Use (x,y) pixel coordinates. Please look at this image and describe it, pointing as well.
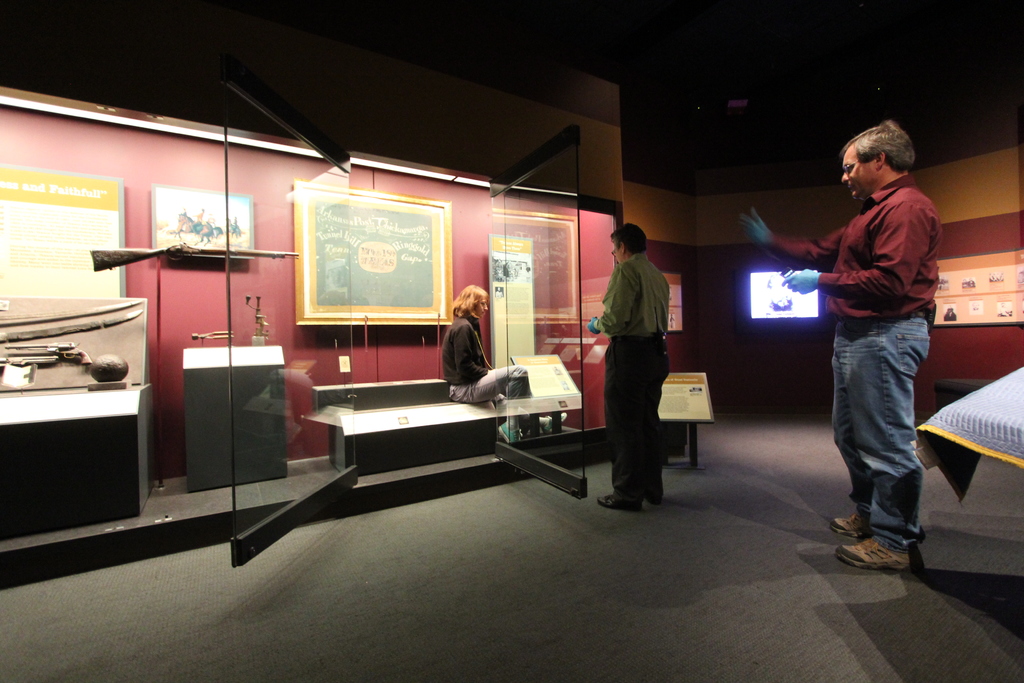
In the picture I can see two men (657,353) are standing on the floor (676,491) and one woman (455,338) is sitting. I can also see glass doors (250,309), red color walls (174,354) which has boards (364,257) attached to them. Here I can see a gun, pistols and some other objects (201,415) on the stands (118,439).
